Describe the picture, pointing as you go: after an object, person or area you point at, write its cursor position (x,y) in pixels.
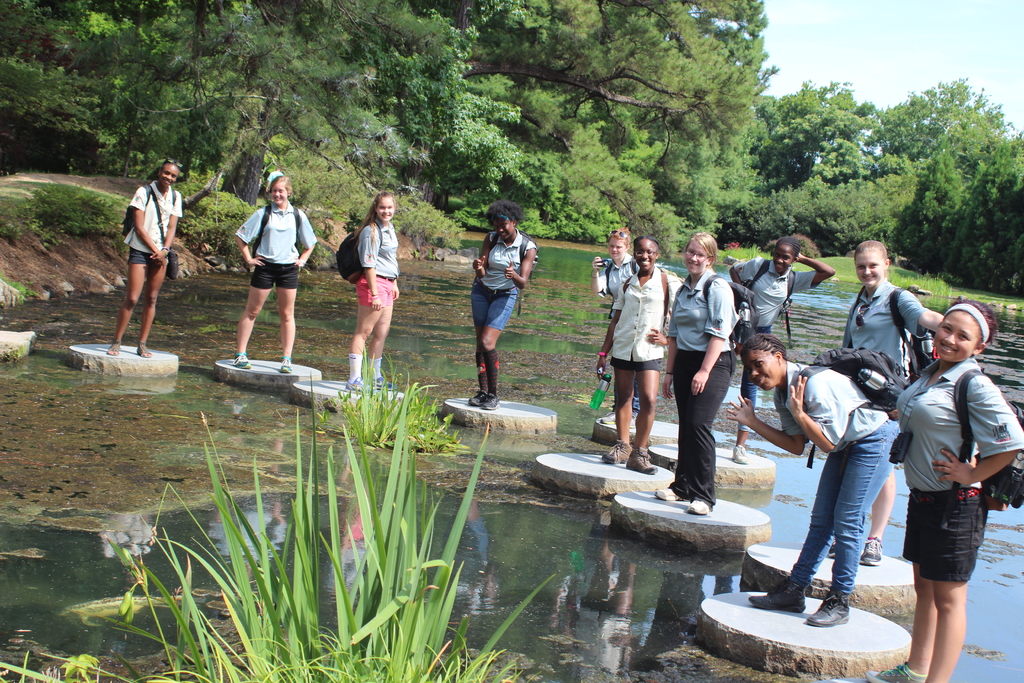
In this picture I can see many women (961,613) who are standing on the stone (643,500) and everyone is wearing a bag (1021,478). Beside them I can see the water (531,388). In the background (781,219) I can see trees (783,171), plants (909,205) and grass (962,293). In the top right corner (914,45) I can see the sky (870,71) and clouds (865,78).
